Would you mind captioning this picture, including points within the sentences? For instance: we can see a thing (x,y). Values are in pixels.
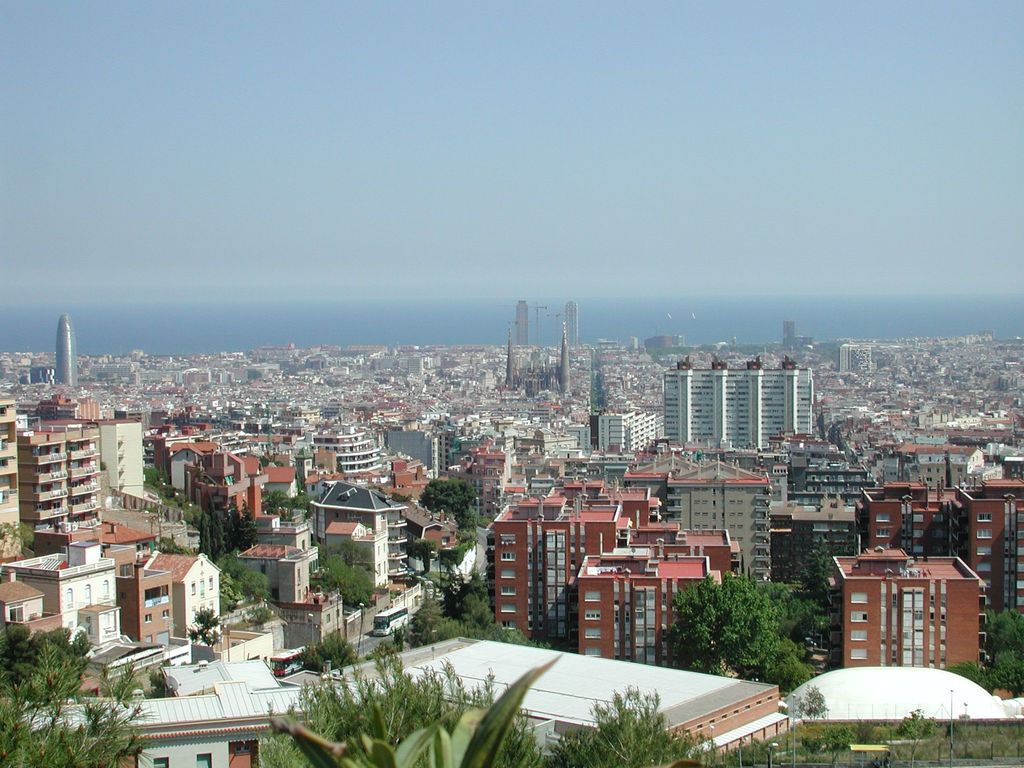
This is a picture of a city (678,508), where there are buildings (22,606), trees (679,660), and in the background (675,290) there is sky (380,211).
